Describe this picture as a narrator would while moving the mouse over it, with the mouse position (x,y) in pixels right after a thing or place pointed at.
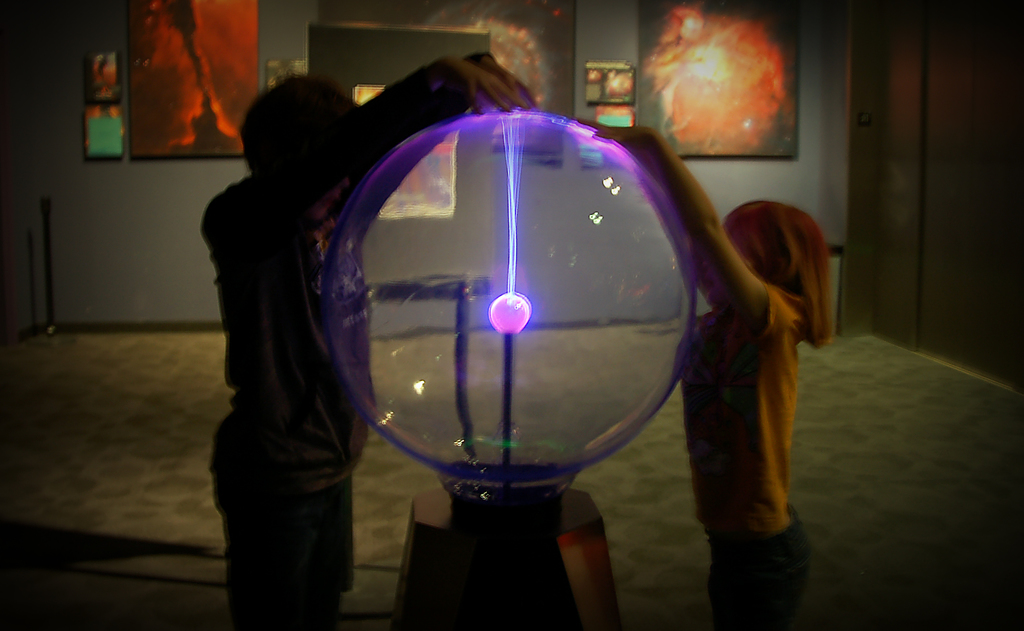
In this picture there is a boy (252,223) and a girl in the center of the image (354,397), by placing their hands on a colorful ball (473,198) there are portraits (749,64) on the wall (591,45), at the top side of the image (745,117).
